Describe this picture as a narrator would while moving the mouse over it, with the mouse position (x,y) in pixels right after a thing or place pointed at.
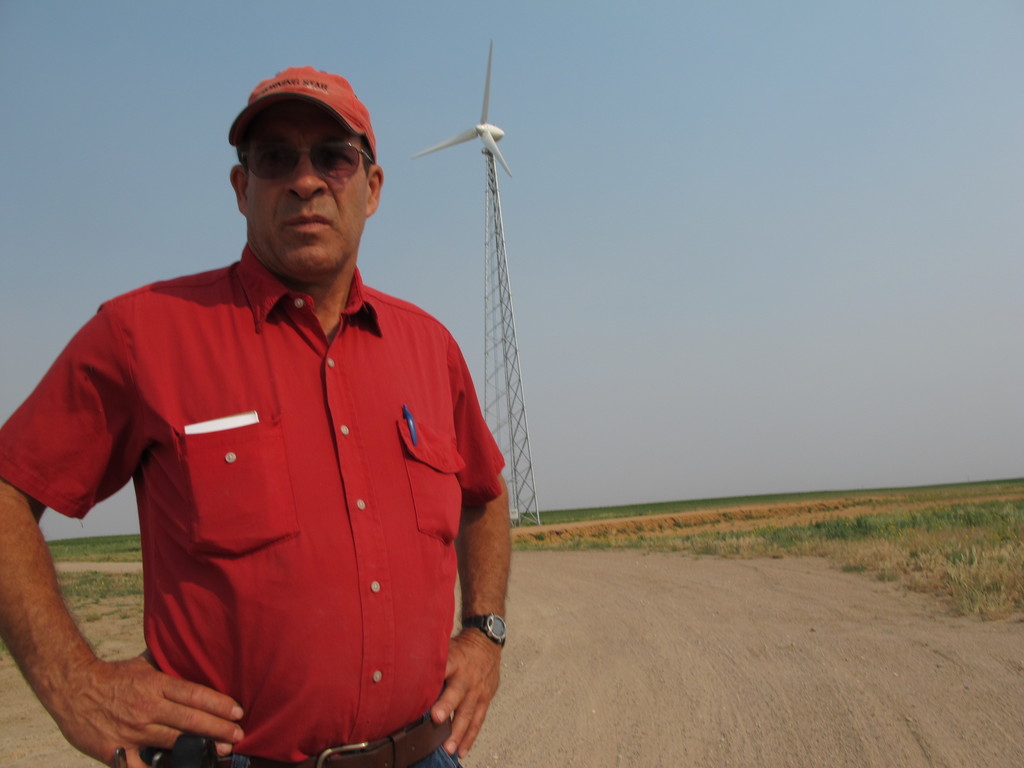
In this picture there is a man (373,444) with red shirt (396,469) is standing. At the back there is a windmill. At the top (611,208) there is sky (646,195). At the bottom (790,666) there is ground (731,637) and there is grass (946,538).
